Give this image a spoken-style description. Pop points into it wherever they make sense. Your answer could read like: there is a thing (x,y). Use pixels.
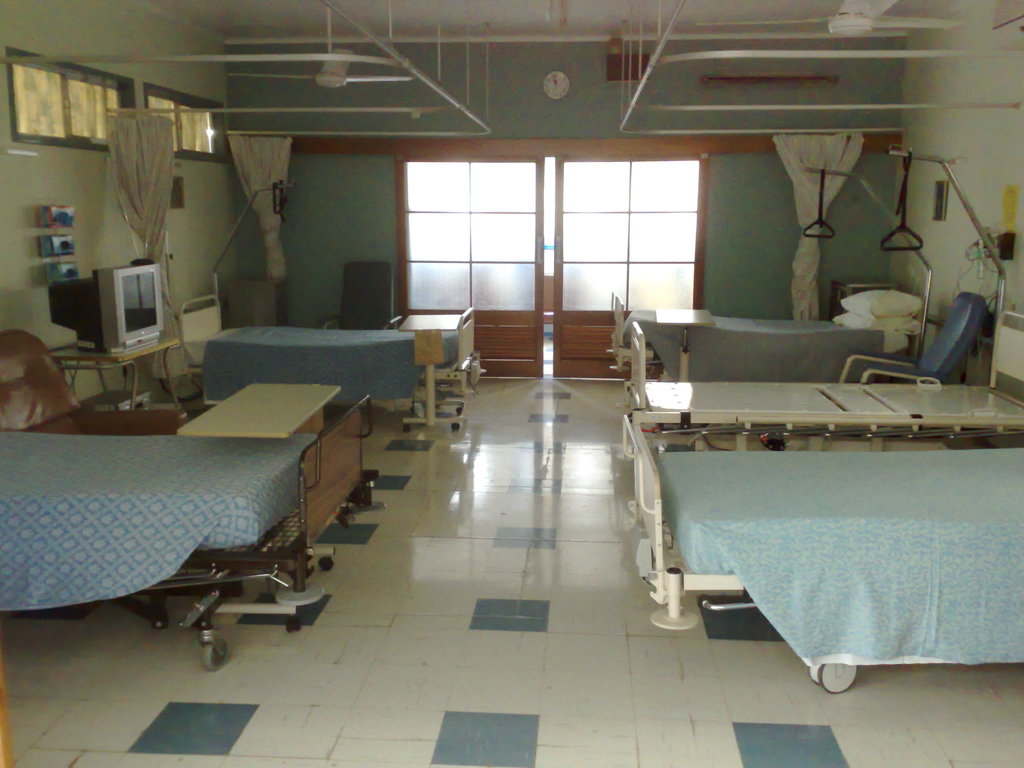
In this image we can see the inside view of a building (373,240). In the building (544,122) there are some cots (786,450), chairs (941,351), television (159,311), wall clock (556,91), doors (560,235) and other objects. At the top of the image (826,52) there are some iron rods (419,76) and fans (851,9).
